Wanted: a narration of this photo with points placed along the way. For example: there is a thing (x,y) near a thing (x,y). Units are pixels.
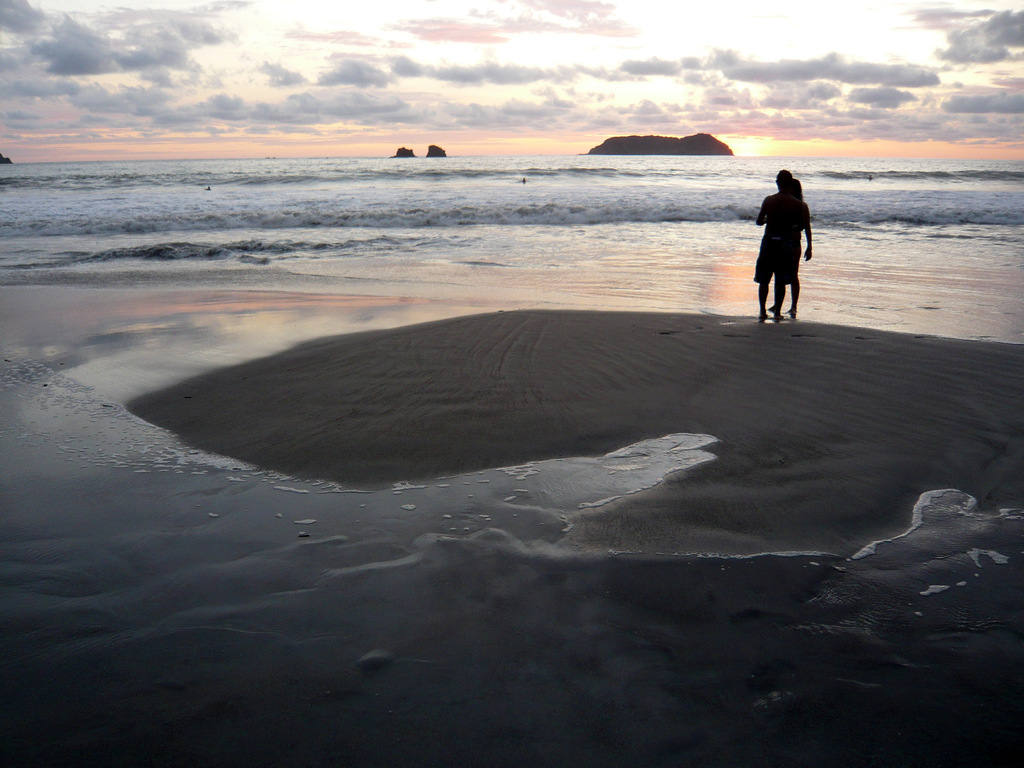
In this image we can see there are two persons (789,278) standing. And we can see the rocks (660,143) and water (475,210). In the background (429,103), we can see the cloudy sky (567,76).
